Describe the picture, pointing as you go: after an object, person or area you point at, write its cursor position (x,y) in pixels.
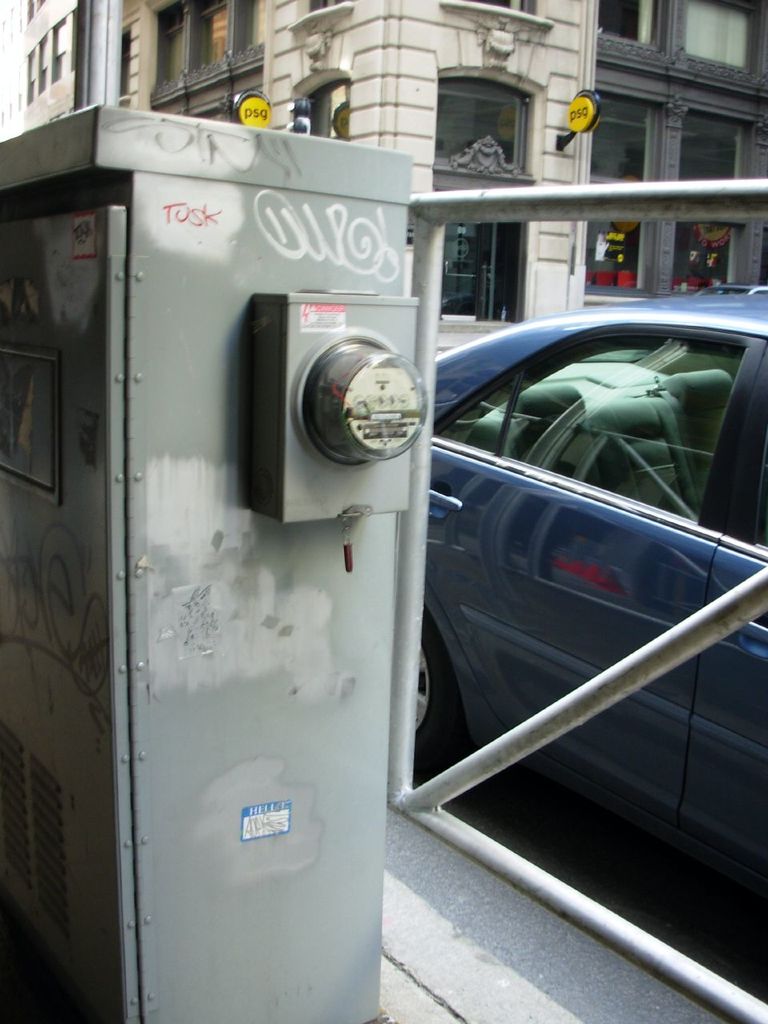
In this image there is a iron box (9,732) and also there is a fence (392,719) and car (693,371) on the road (501,829), we can also see there is a building (67,3) opposite to the car (516,688).
